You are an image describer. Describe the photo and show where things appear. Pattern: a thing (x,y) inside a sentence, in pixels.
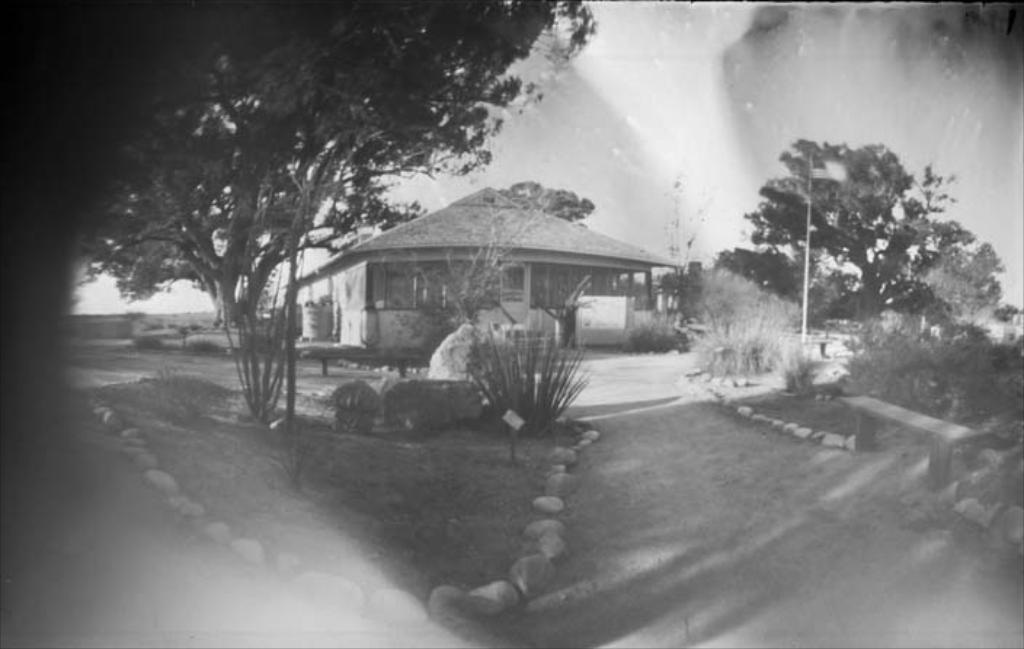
In the image in the center (369,325) we can see one house (519,272), roof (523,254), wall (398,329), tank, banner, door (515,298) and stones (444,392). In the background (739,200) we can see sky (777,153), clouds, trees (793,271), poles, plants (745,351), stones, grass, bench (863,419) etc.
